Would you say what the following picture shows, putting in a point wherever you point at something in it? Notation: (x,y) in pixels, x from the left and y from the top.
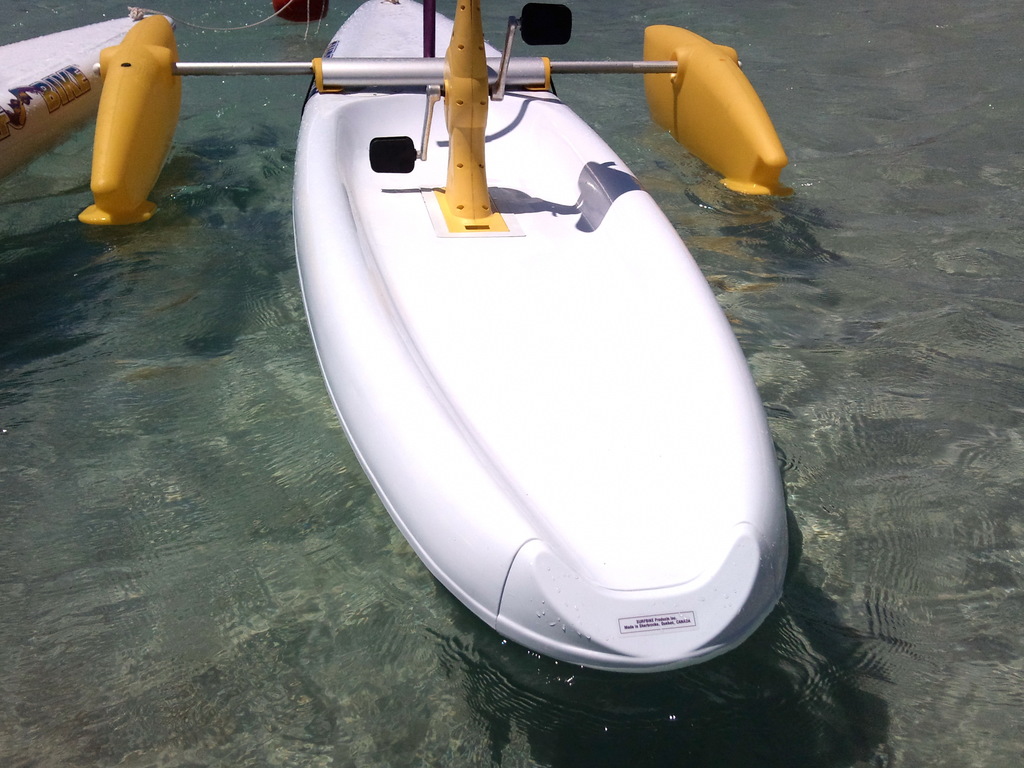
Here we can see boats (517,464) are above the water (896,212). Top of the image (490,92), we can see rods (634,71) and pedal (500,98).
